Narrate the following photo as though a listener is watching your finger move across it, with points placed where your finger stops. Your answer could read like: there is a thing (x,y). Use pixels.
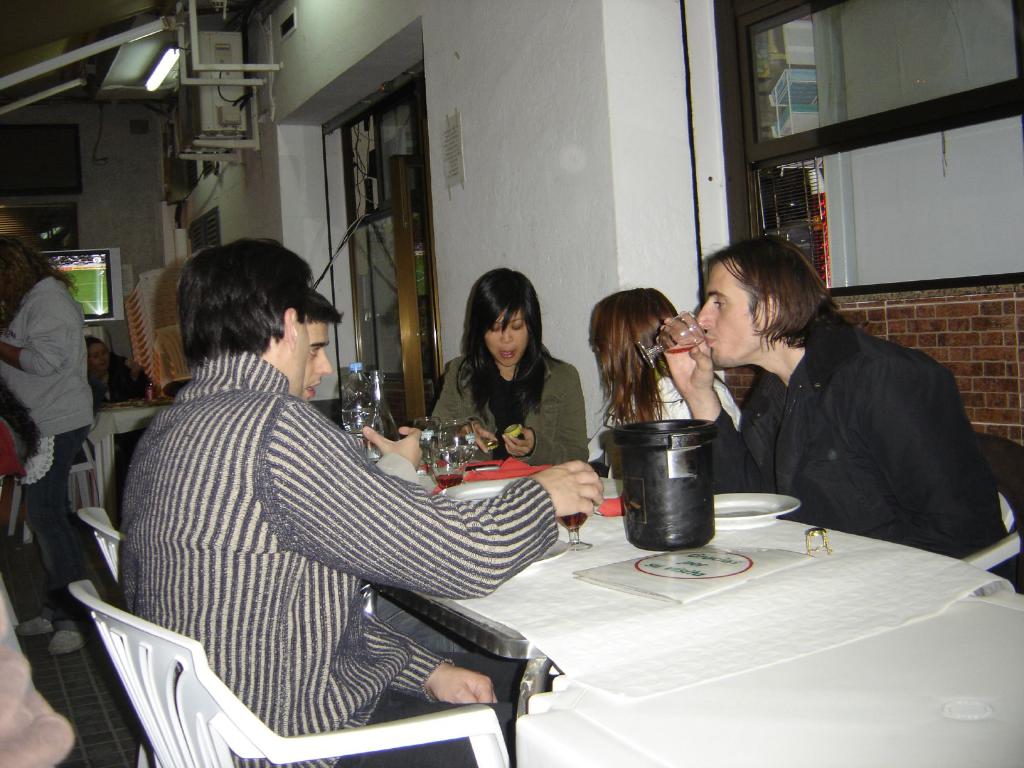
In this image i can see few people (204,443) sitting around a table (688,747), few of them are holding glasses (659,343) in their hands (701,359), and in the background (81,360) i can see a woman (69,396) standing, a television screen (85,276) and a light (167,70).
